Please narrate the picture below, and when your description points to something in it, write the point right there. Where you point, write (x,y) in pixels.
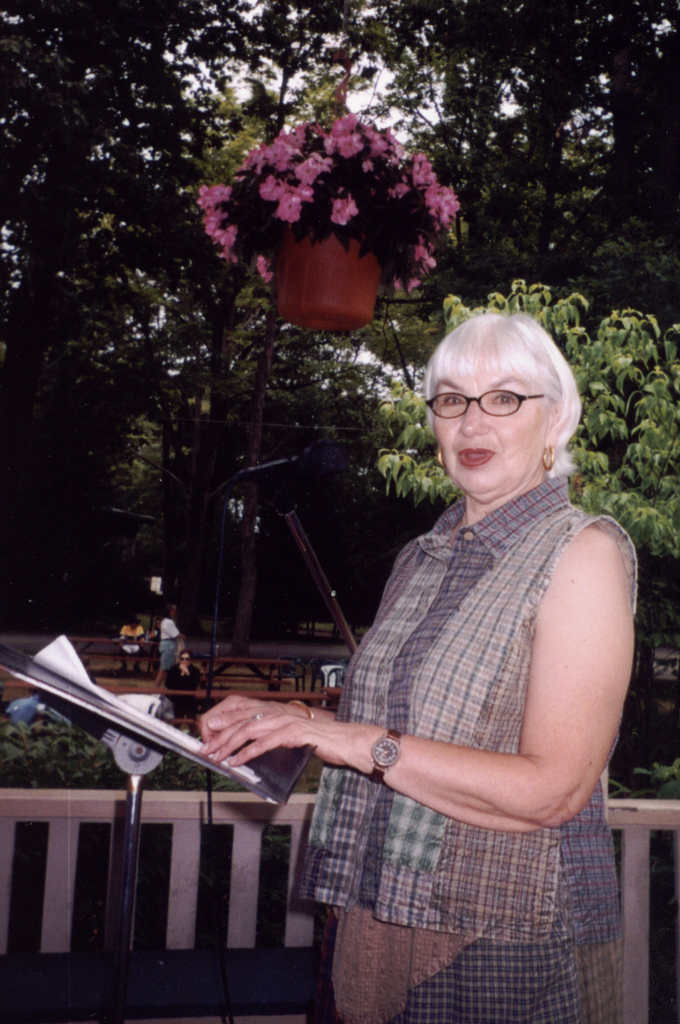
In the image there is a woman (364,643) standing at a music stand (131,735), behind the woman (461,573) there are many trees (337,393) and there are few people (174,638) in between those trees (35,577).
